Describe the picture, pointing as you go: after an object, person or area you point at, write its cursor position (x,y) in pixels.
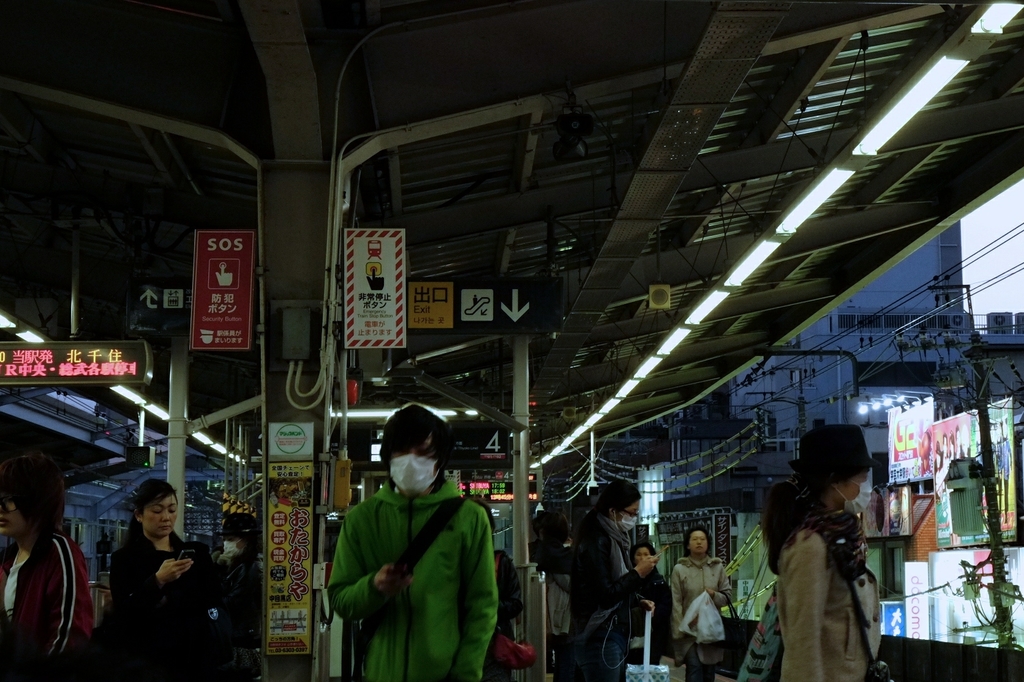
This image is taken during the evening time. In this image we can see the people (373,511). At the top (450,151) we can see the roof (640,143) for shelter. We can also see the lights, hoarding (921,426), electrical poles (990,499) with wires (734,463) and also buildings (927,248). We can also see the banners (1006,452), sign board (383,255) and also the display screen (64,355). We can also see the sky (976,260).
